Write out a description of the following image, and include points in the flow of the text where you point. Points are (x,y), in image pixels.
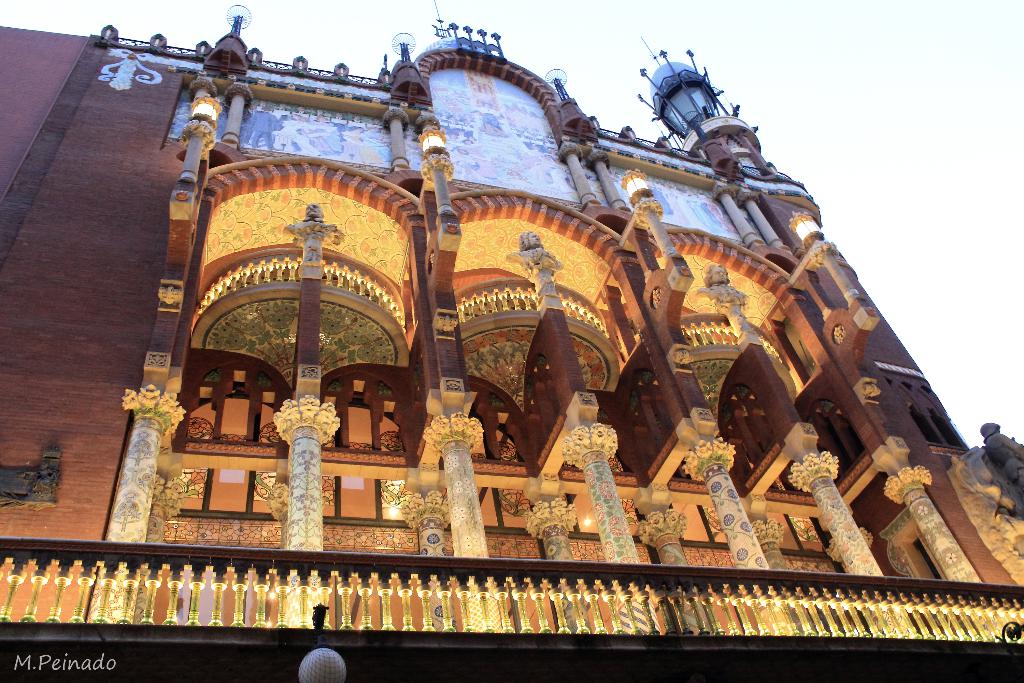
In this image we can see a building (526,390), here is the pillar (484,537), here is the light (680,120), here is the wall (69,220), at above here is the sky (1000,310).
